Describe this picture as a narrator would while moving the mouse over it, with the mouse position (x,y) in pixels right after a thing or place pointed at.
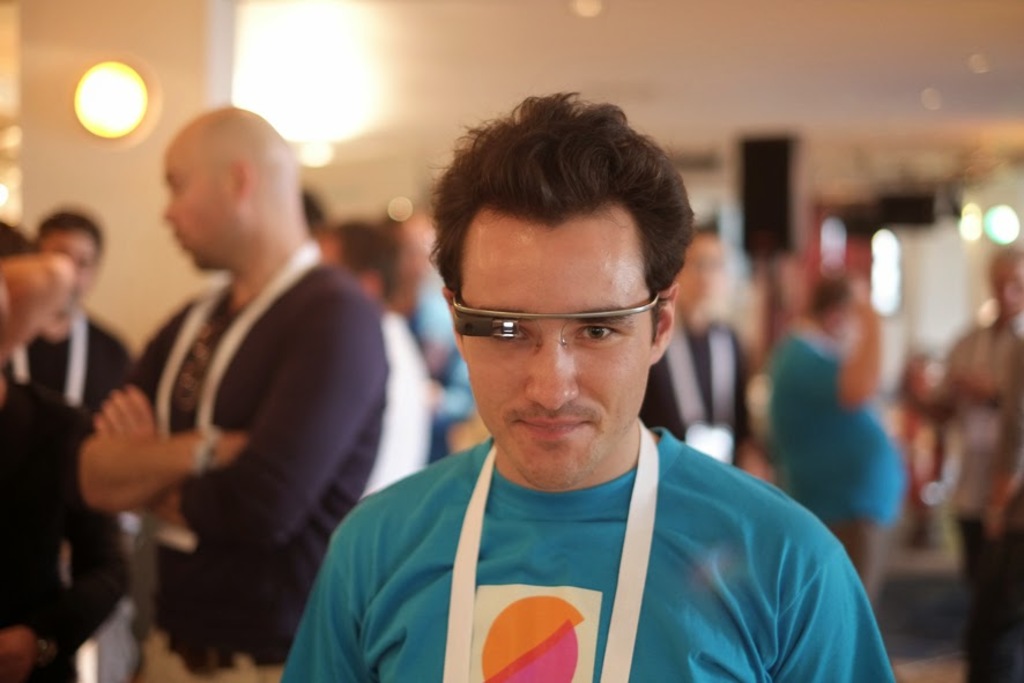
The person (781,620) wearing blue dress (729,599) is wearing spectacles (500,313) and there are few persons (812,393) standing behind him.
